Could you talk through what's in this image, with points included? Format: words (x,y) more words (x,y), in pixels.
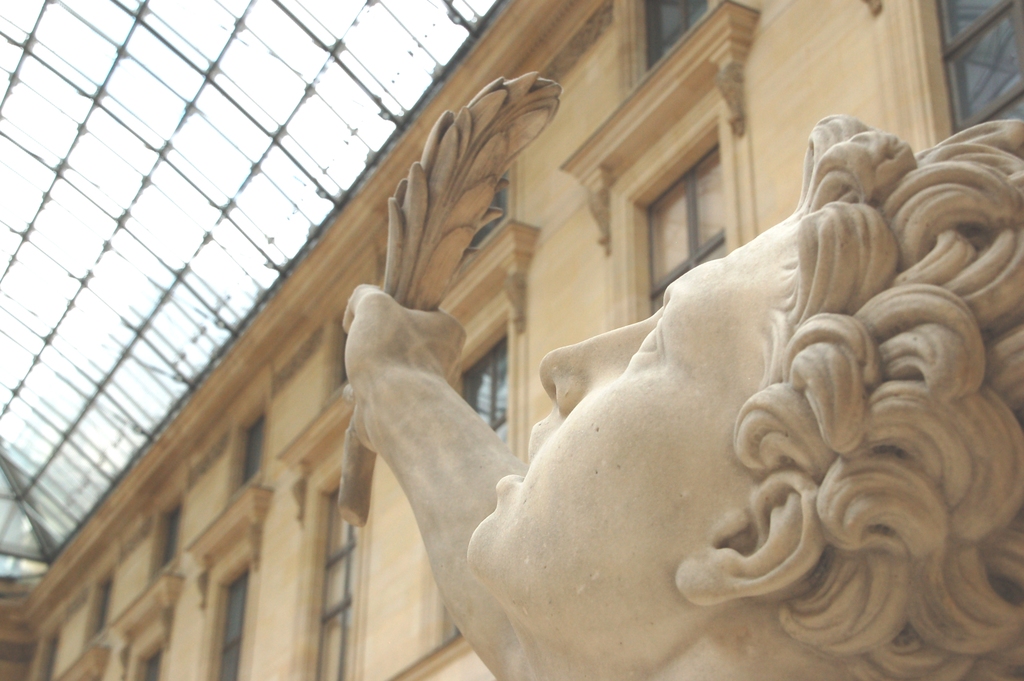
In this image in the front (727,380) there is a statue (561,438). In the background (275,587) there is a building (240,529) and on the top of the building (356,177) there is a shelter (191,51).
